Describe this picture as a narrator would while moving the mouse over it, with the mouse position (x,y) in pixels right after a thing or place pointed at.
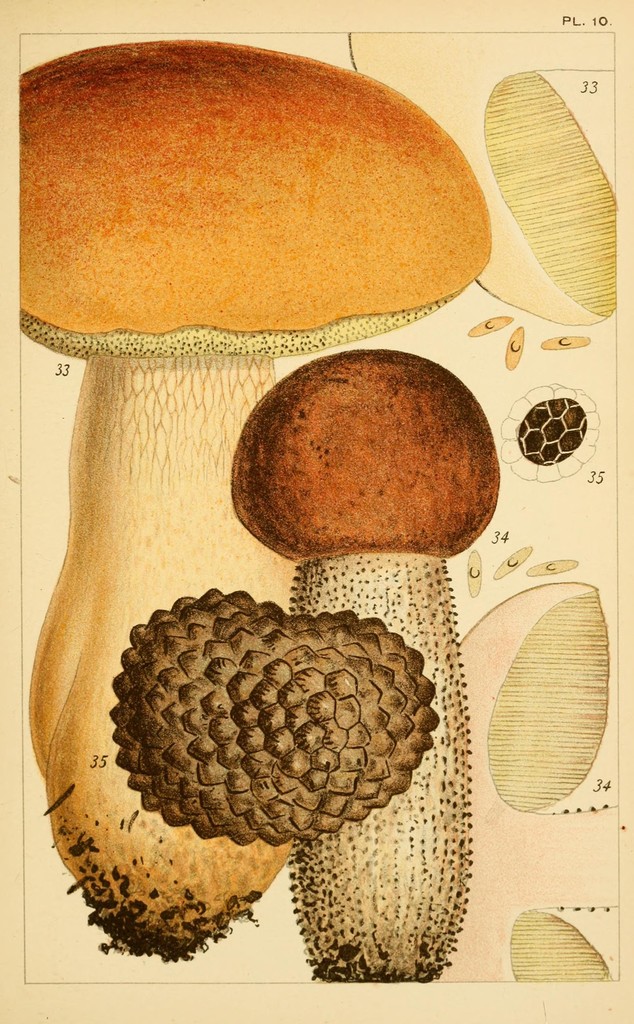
In this image we can see the sketch of the picture. There are mushrooms (330,444) in the picture and also there are parts (534,424) of a mushroom (532,254) on the side.
